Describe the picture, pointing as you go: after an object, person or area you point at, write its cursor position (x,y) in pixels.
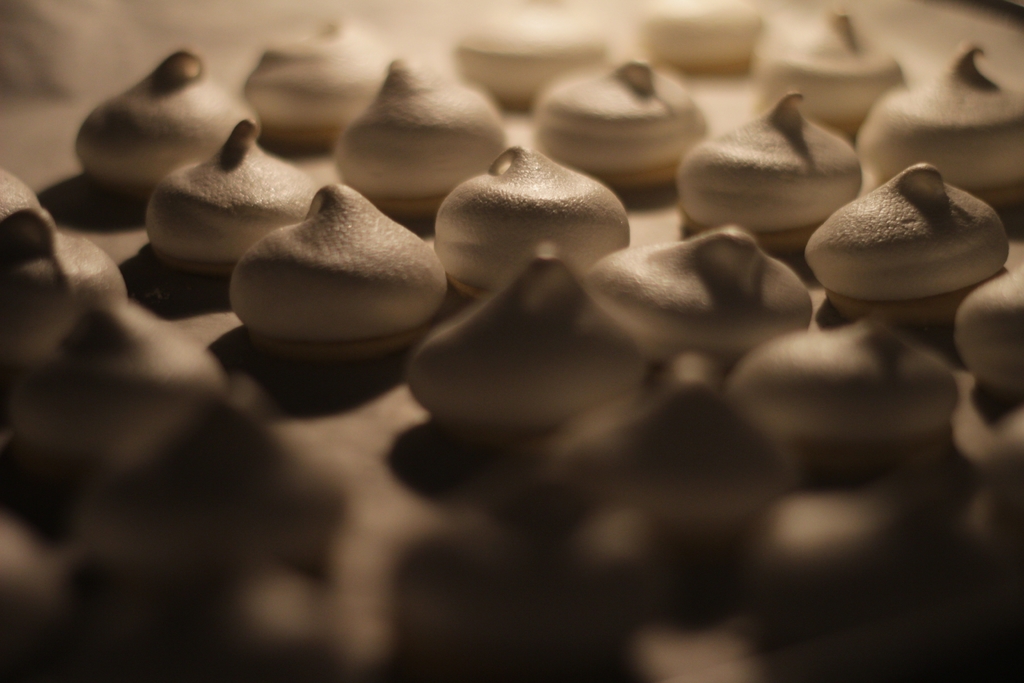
In this picture we can see an object (348,368) containing the food items (393,245).
